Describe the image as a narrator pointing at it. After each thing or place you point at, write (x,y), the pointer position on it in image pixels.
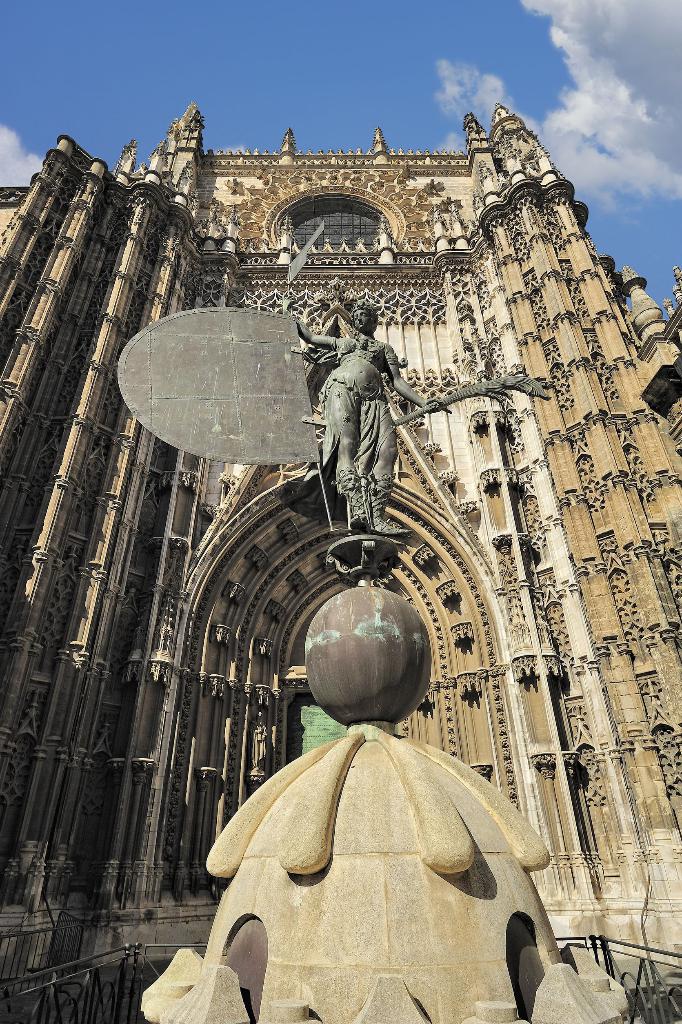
In the picture we can see a historical construction (162,654) and a sculpture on the wall (645,692) and near to it, we can see a sculpture (355,429) standing on the round stone (418,645) in the path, in the background (357,48) we can see a sky (525,75) and clouds (572,107).
